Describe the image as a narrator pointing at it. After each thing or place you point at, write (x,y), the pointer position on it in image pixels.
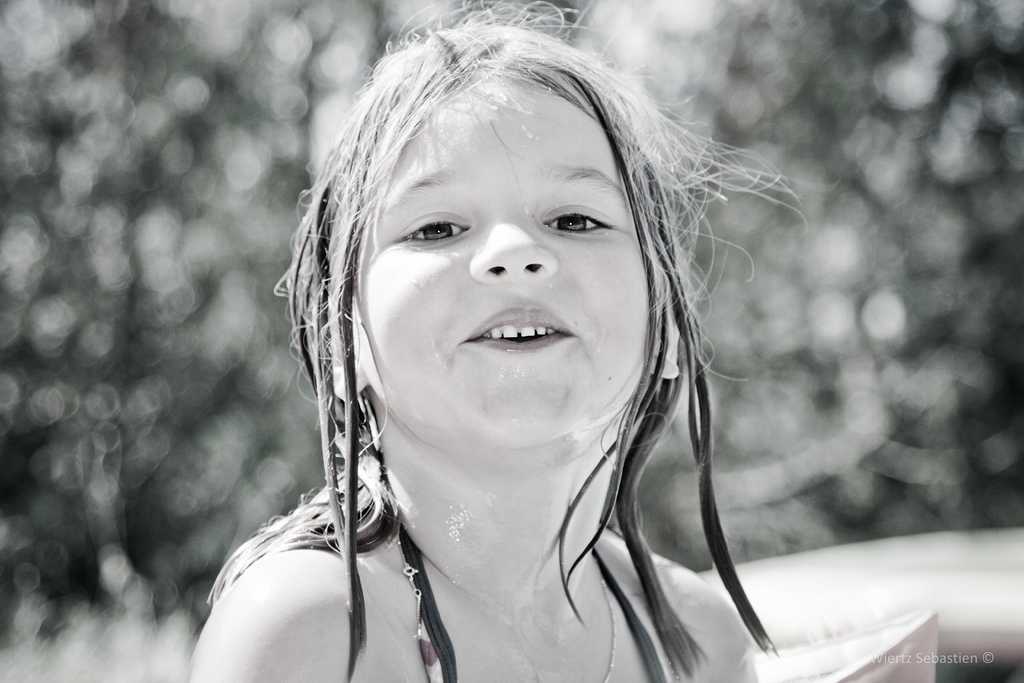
In this picture I can see a girl (479,524) and I can see water mark (944,660) at the bottom right corner of the picture (958,659) and I can see blurry background (821,342).
